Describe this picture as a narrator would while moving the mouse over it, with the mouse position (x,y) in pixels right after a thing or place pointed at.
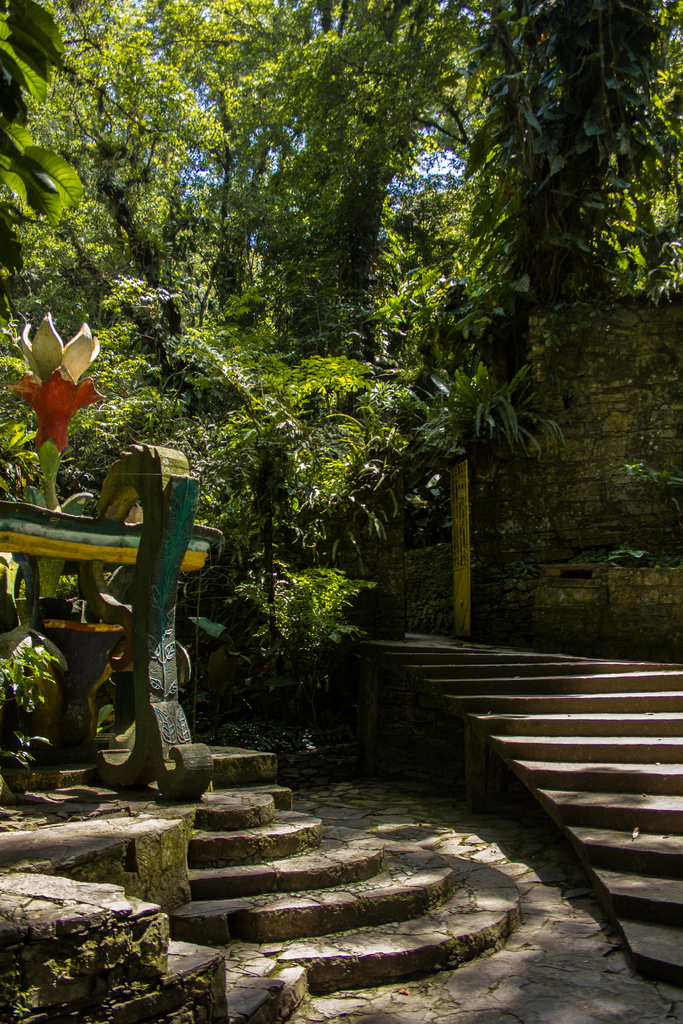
In this picture I can see the steps (625,668) in front (604,691) and in the background (202,572) I can see the trees (77,56) and the wall (634,572).
